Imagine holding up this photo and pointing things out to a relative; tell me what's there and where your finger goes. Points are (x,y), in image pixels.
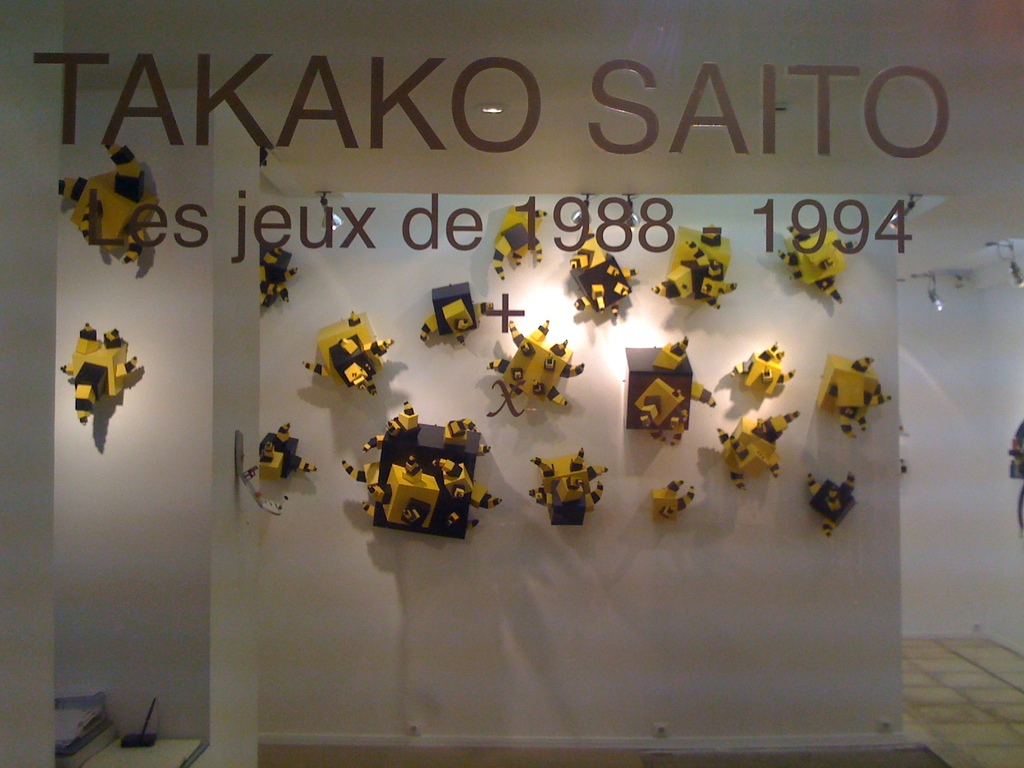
This picture is taken inside the room (432,750). In this image, on the right side (1023,431), we can see hand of a person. In the middle of the image (446,314), we can see a wall (698,333) with some objects (450,304) attached to it, we can also see some text (472,144) written on it.
